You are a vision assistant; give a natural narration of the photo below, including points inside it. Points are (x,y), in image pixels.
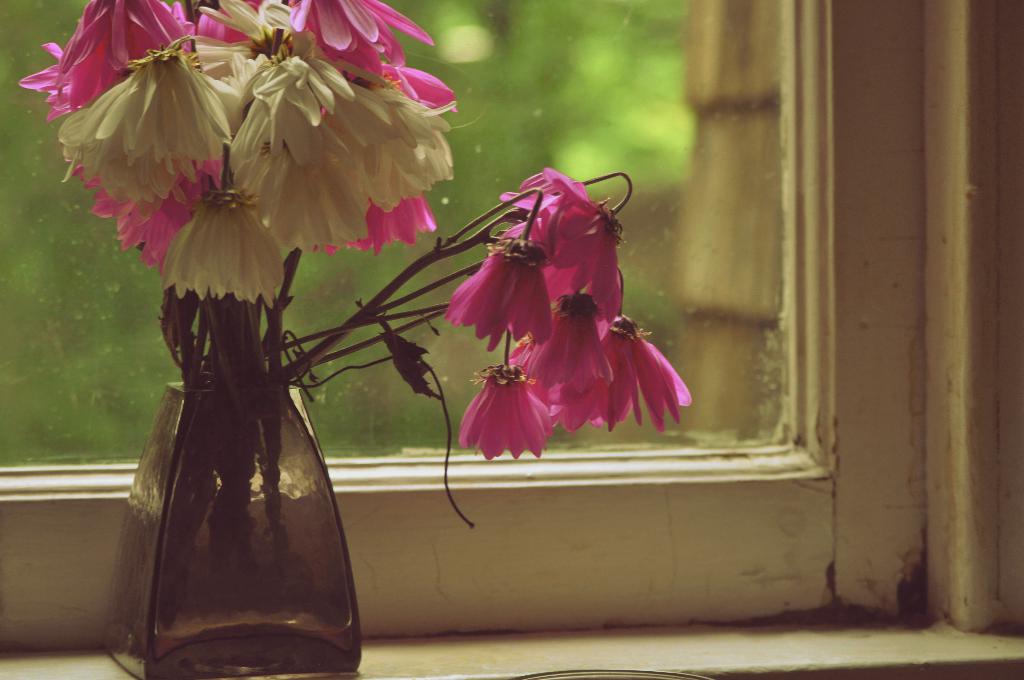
In this image I can see the flower vase (263,444) and I can see the flowers (506,327) are in pink and white color. In the background (390,276) I can see the window (555,445).
